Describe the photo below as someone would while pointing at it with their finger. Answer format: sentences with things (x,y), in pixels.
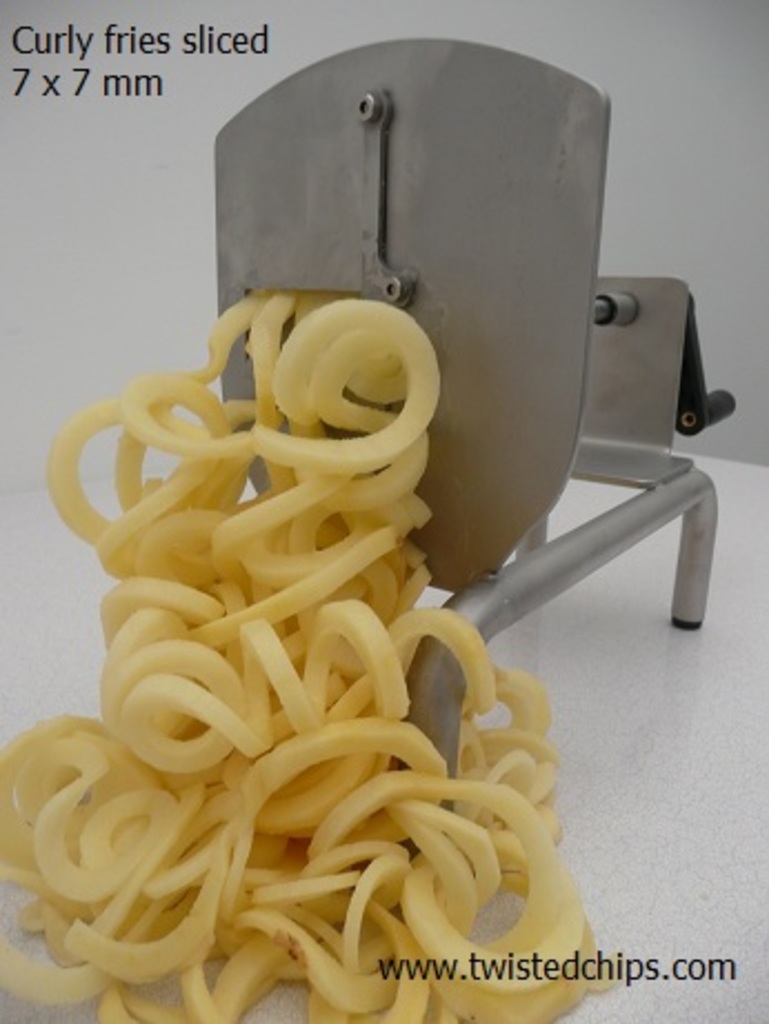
In this image, we can see silver color fries slicer (476,392) and curly fries (354,692) on the surface (656,768). In the background (617,226), there is a wall (668,153). In the top left corner (127,46) and bottom right corner (522,971), there are watermarks (546,973) in the image.
